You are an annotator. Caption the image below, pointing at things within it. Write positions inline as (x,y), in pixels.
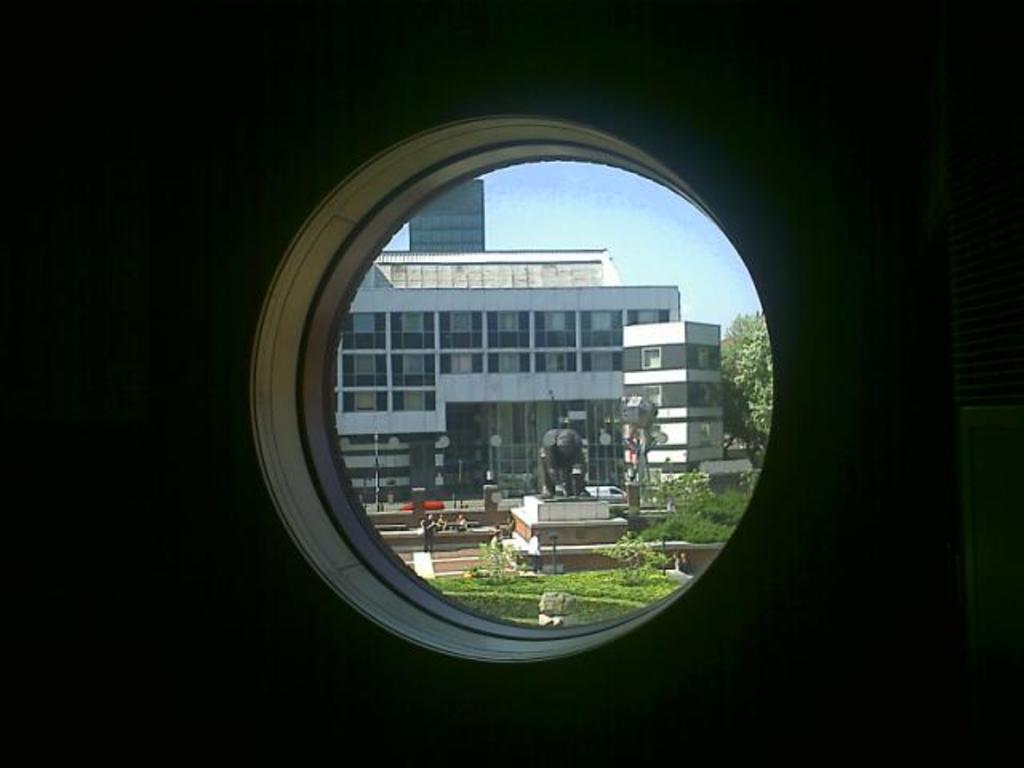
In this image we can see a wall (791,174) with glass window (641,347). Behind the glass window (625,361) there is a building (585,348), statue (564,436), trees (726,448), grass (624,599), people (438,523), poles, sky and other objects (442,504).
